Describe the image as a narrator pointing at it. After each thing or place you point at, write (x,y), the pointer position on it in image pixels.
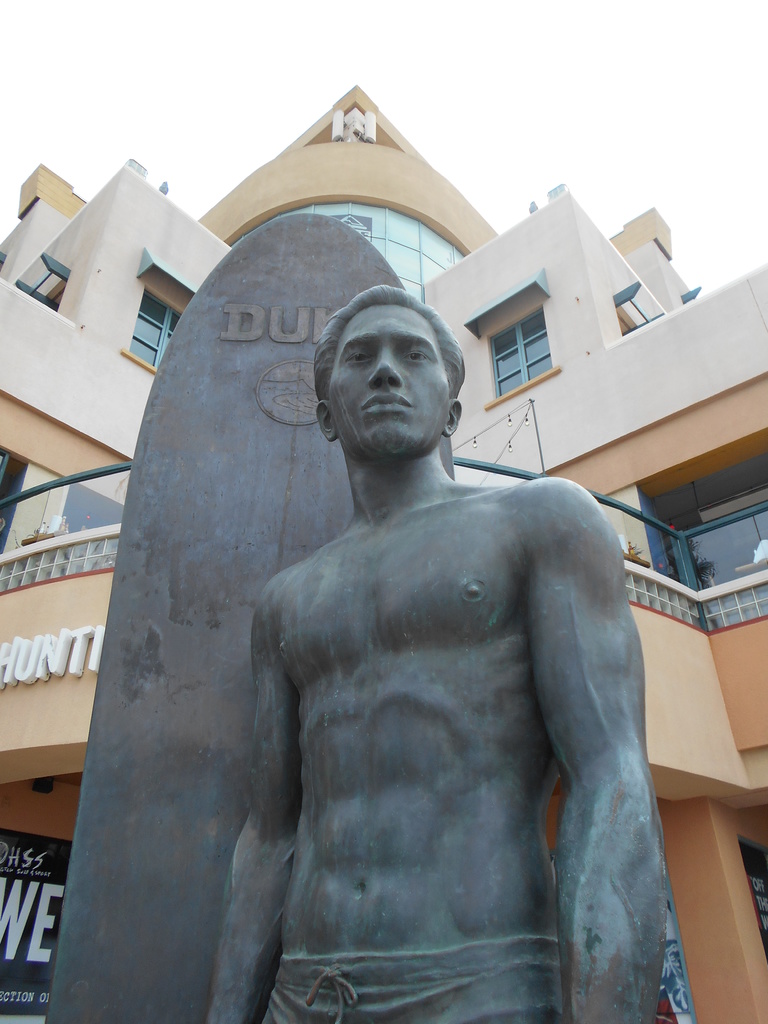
In this picture we can see a statue of a man (371,717) and a surfboard (178,764). Behind the statue (269,716), there is a board (9,855) and there is a building (64,396) with windows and a name board (48,642). At the top of the image (174,104), there is the sky (192,92).
